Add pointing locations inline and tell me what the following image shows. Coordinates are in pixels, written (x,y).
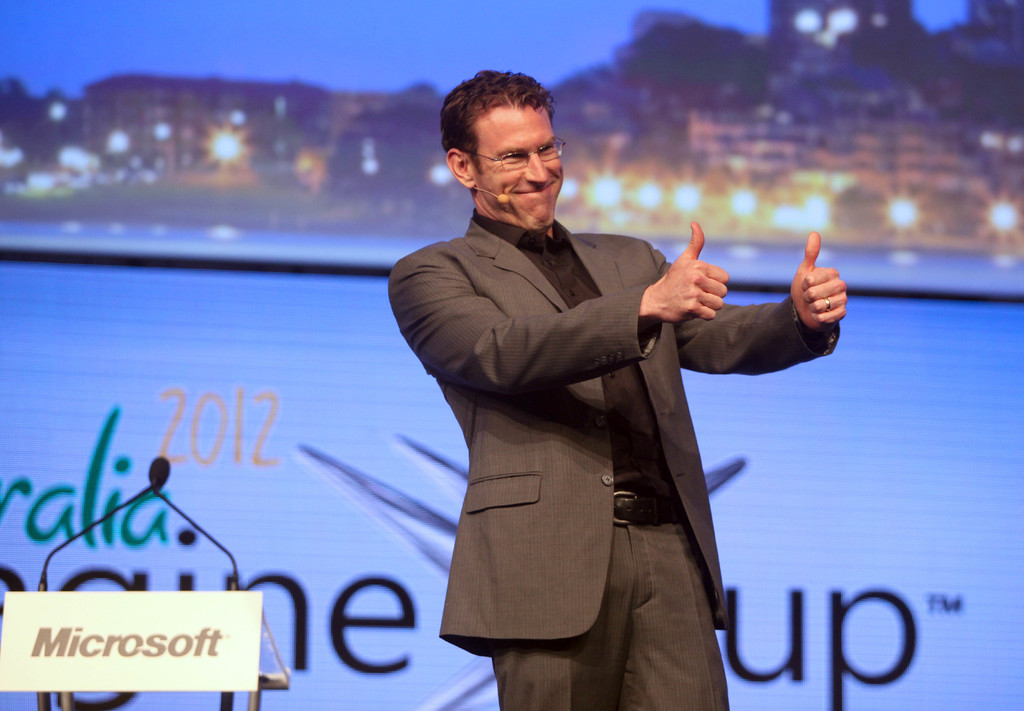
In this image we can see a person (482,246) standing and smiling, in the background (204,298), we can see a banner (157,284) with some buildings (211,172), lights (226,145) and some text (394,621).
